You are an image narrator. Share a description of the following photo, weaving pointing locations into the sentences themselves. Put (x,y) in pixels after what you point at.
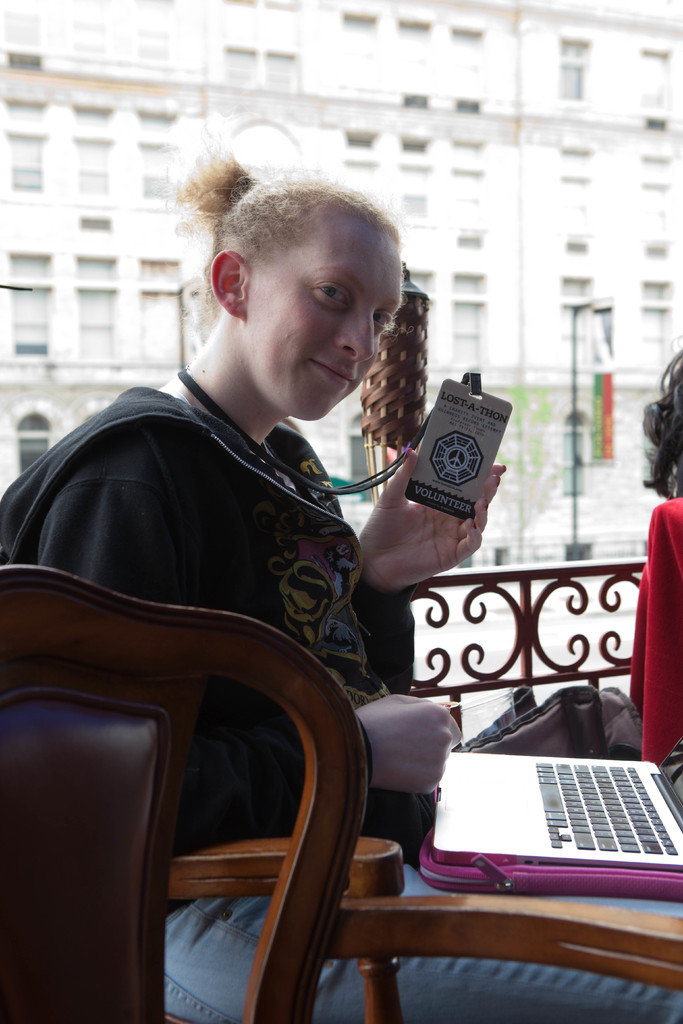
A woman (430,750) is sitting in a chair (392,864). She is holding her ID card (461,430). She has a laptop (469,794) in front of her. She wears a black sweatshirt (135,504) and pale blue denim (495,980). She has a fair skin tone (282,302). There is a chair (326,846) in front of her. There is building (156,104) at a distance in the background (256,104).
